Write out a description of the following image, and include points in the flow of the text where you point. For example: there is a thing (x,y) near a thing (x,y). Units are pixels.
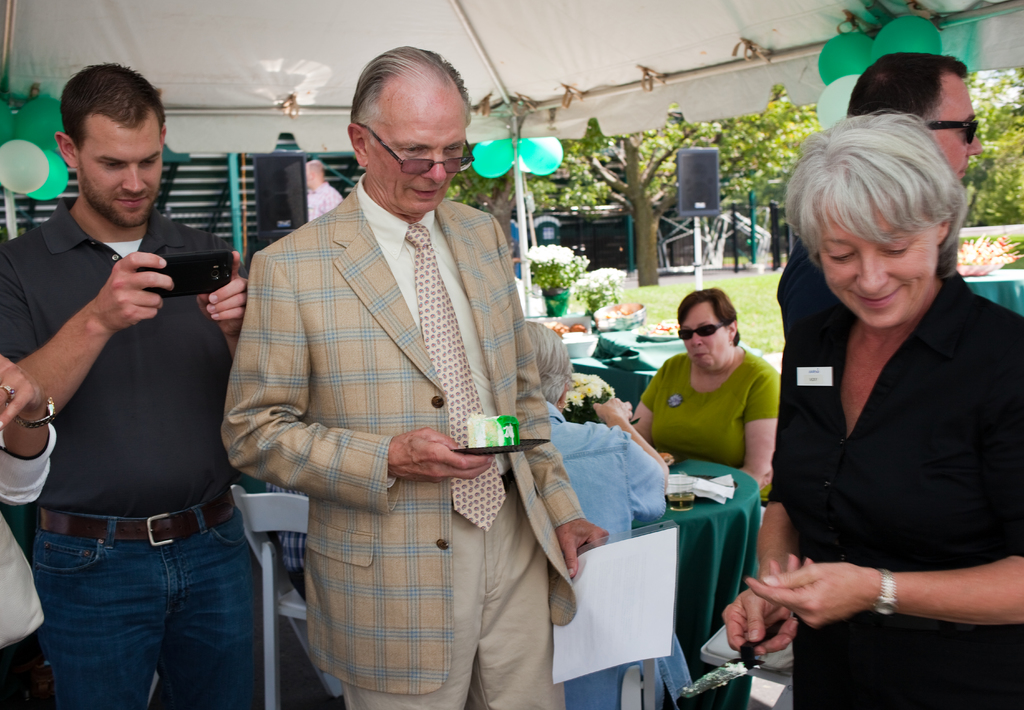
In the middle (424,282) an old man (495,385) is standing, he wore a coat (404,385), tie (459,434), shirt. On the right side (963,601) a woman (967,569) is standing, she wore a black color dress (980,550). On the left side (190,314) a man (199,301) is standing and looking into the mobile phone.
